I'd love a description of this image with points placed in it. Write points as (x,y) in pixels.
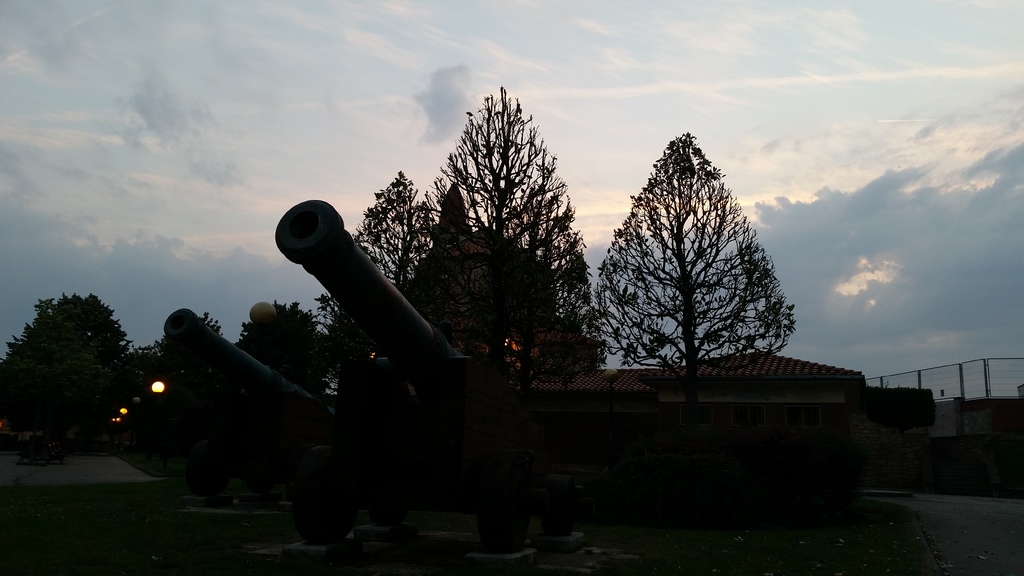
In this image, we can see some cannons (382,407), houses (635,400), poles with lights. There are a few trees (172,432), plants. We can see the ground (131,512) with grass (131,512) and some objects (40,440). We can also see the fence (961,380) and the sky (914,265) with clouds (964,359).
